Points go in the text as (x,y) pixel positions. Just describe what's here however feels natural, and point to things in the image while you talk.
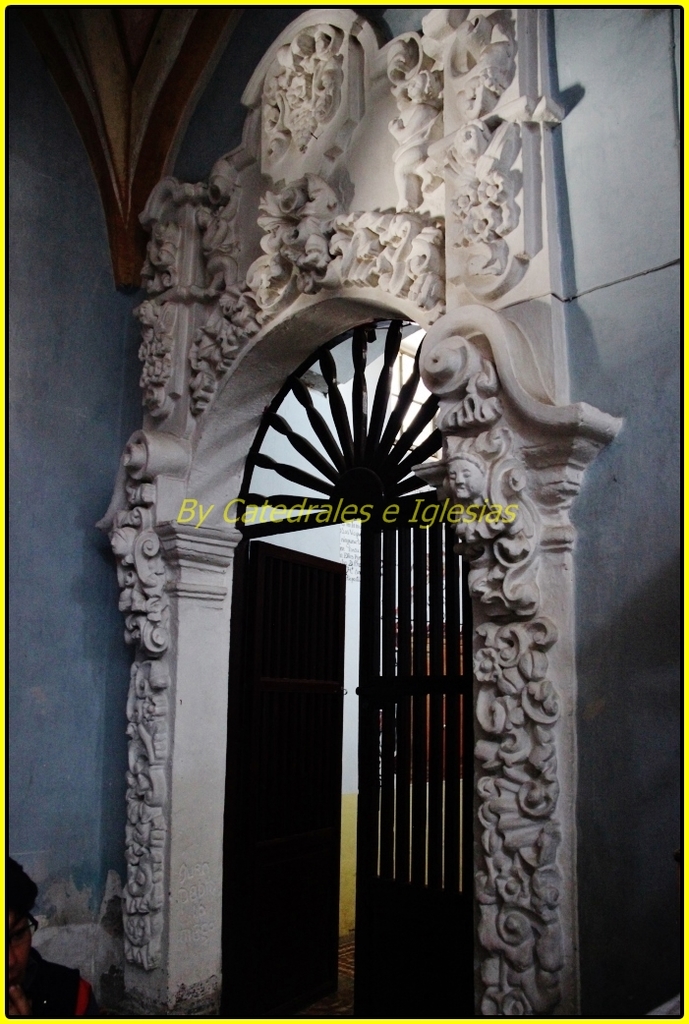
In the image we can see fence gate (373,818) and we can see a person (47,971) wearing clothes (42,1004) and spectacles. Here we can see a wall (56,673) and a watermark (224,525) in between the image.
